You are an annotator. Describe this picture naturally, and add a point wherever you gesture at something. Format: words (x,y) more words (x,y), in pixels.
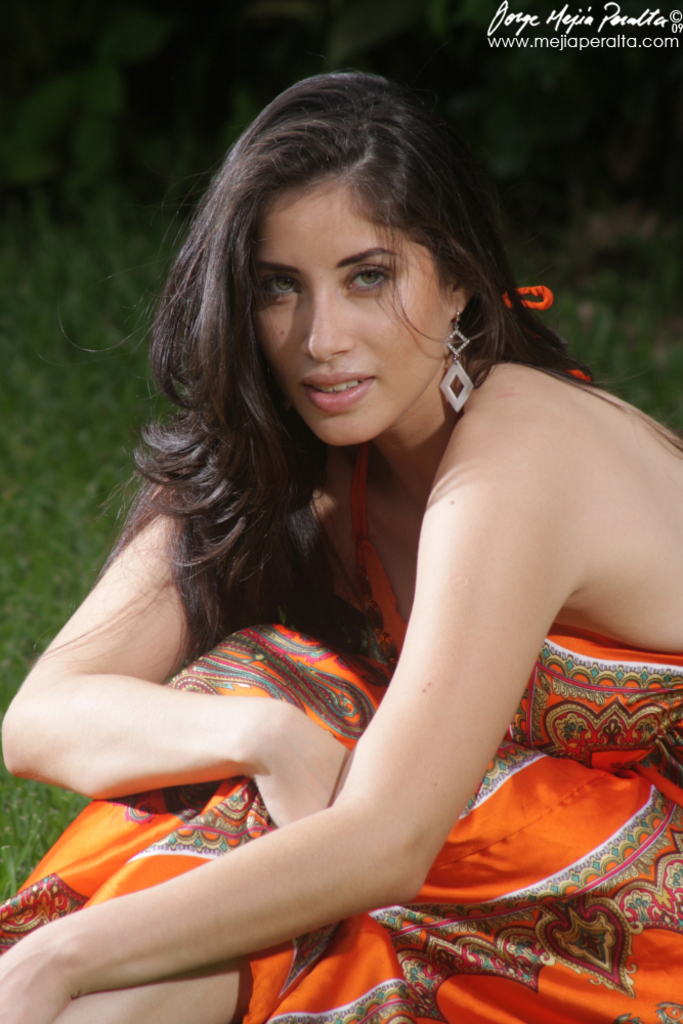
In this image we can see a lady (447,709) wearing orange dress (534,836) and a earring (451,386). In the background (104,236) it is green. In the right top corner (620,22) there is a watermark (620,42).
